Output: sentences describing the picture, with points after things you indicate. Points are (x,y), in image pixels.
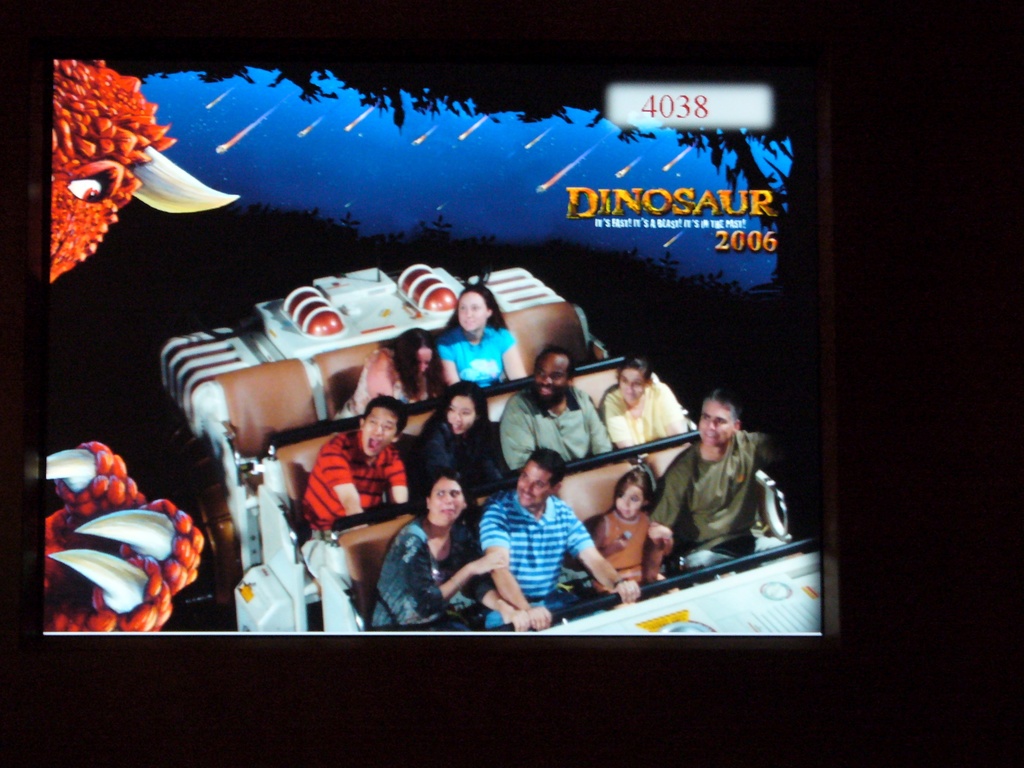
This image is looking like a poster. Here I can see few people (683,471) are sitting in the vehicle (620,449). This is an edited image. On the left side (98,232) I can see a dinosaur's head (104,183).
